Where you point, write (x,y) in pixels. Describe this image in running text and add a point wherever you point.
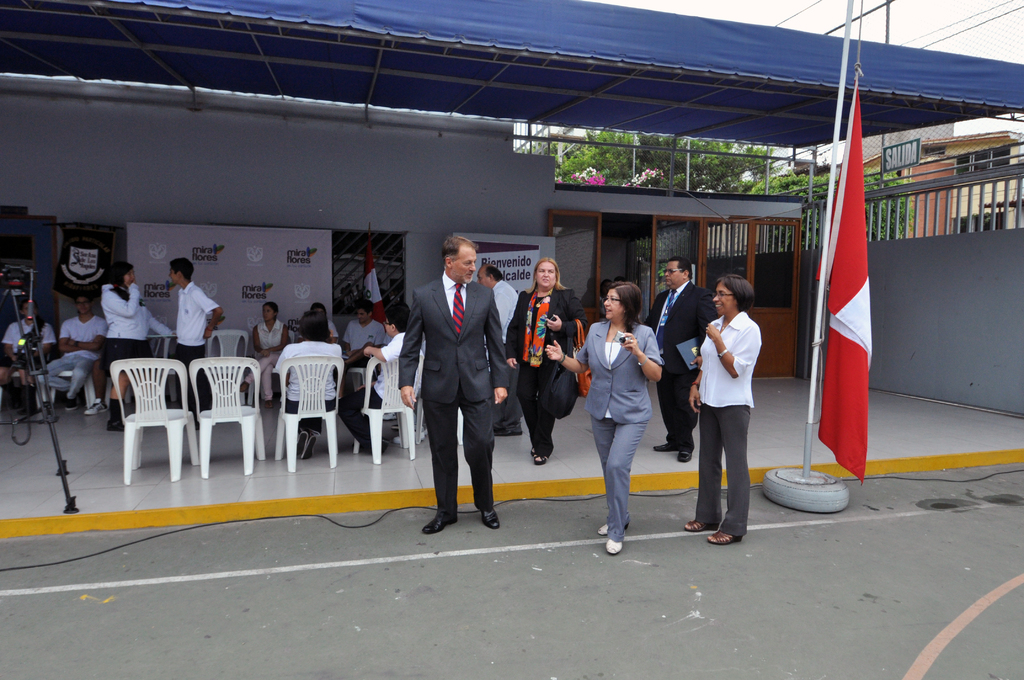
We can able to see a group of people (509,365) under tent (515,61). This tent (534,50) is in blue color. The Flag (830,421) with pole (845,49). A persons (357,330) are sitting on a chair (305,379). This 2 persons (189,304) are facing at each other. This man (449,336) and this woman (614,443) are talking with each other, as we can see there is a hand movement. This woman (727,351) in white shirt (723,378) is smiling. This man (676,317) in black suit (678,361) is holding a file (687,354). Far there are number of trees (731,147) and building (944,164).
